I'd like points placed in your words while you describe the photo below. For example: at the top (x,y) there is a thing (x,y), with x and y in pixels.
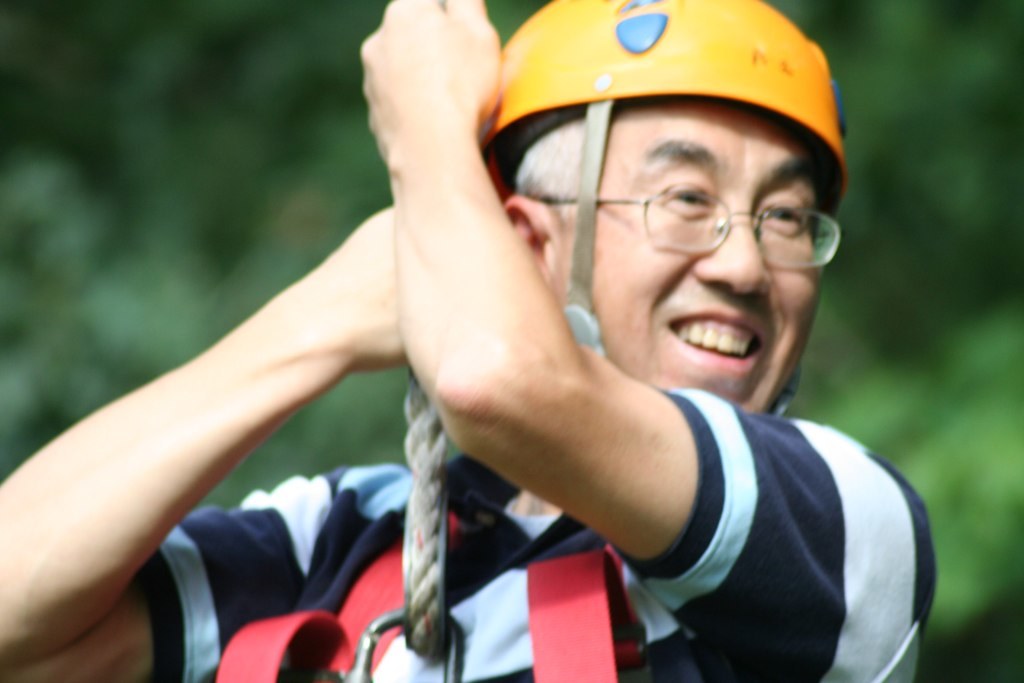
This image is taken outdoors. In the background (203,237) there are a few trees (256,278). In the middle of the image (595,302) there is a man (537,343) with a smiling face (696,310) and he is holding a rope (441,424) with his hands (402,66).
